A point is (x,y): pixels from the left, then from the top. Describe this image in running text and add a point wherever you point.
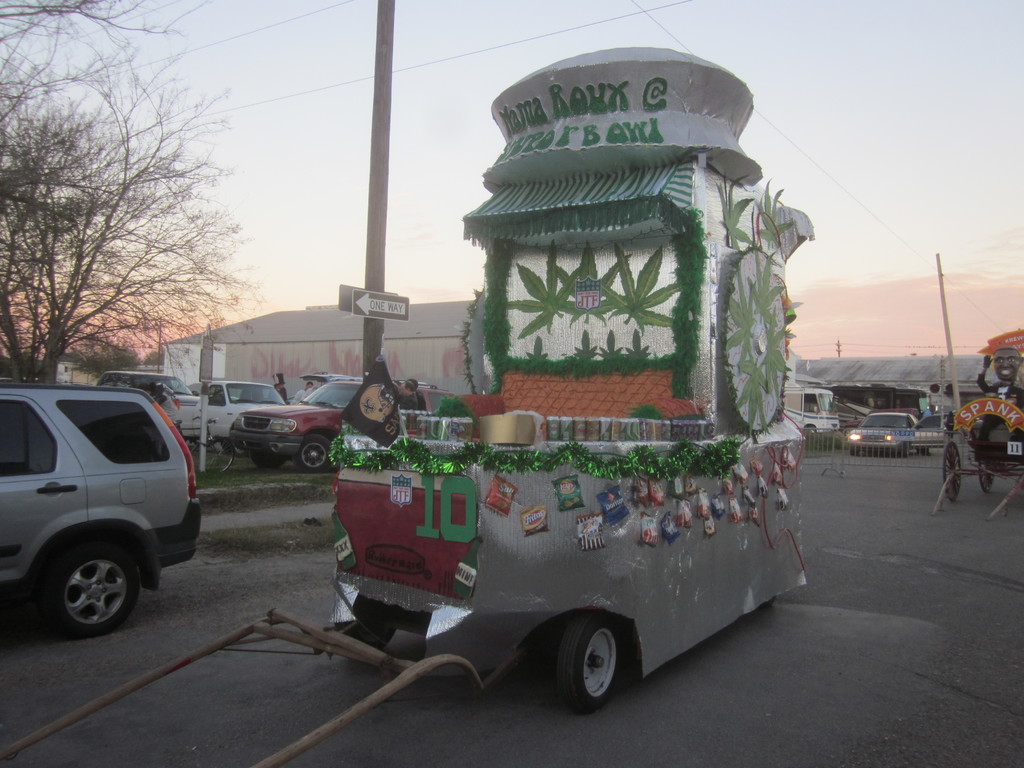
In this image we can see few vehicles (309,414) on the road (881,494), there is a railing (873,466), few poles (948,338), wires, a sign board (397,313) to the pole (379,181), trees (46,262), buildings (892,374) and the sky (889,339) in the background (917,189).
